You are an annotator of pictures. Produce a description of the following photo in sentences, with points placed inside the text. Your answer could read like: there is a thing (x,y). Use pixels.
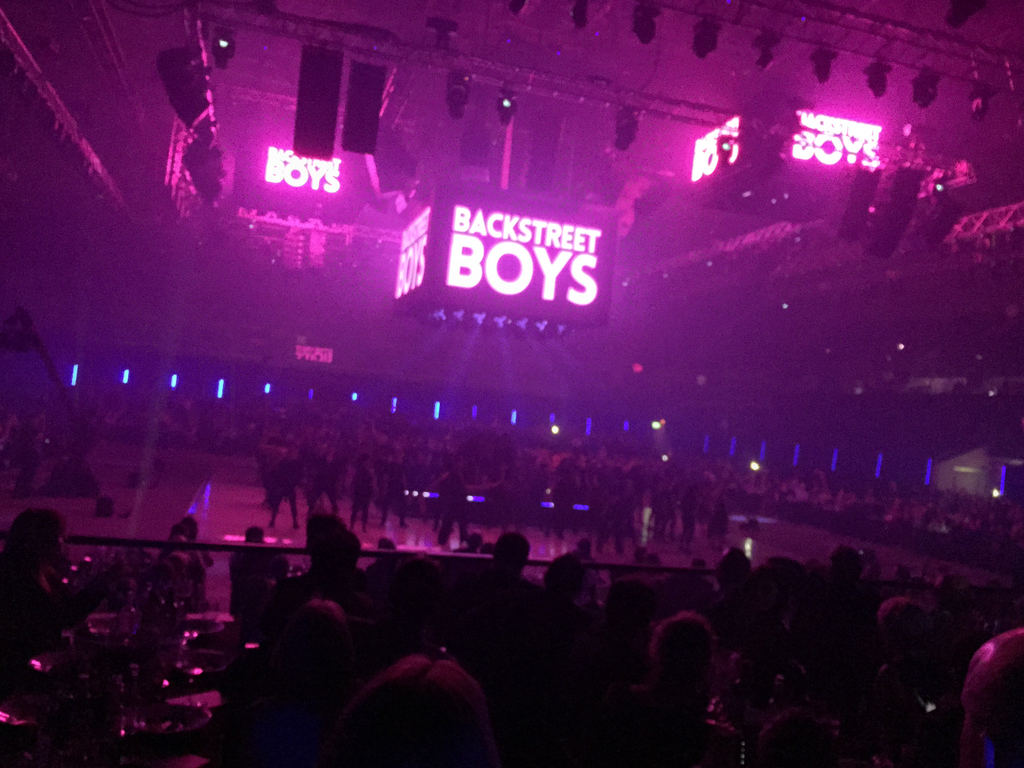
As we can see in the image there are many people (398,565) all around, wall (257,381), lights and stage (430,467).
